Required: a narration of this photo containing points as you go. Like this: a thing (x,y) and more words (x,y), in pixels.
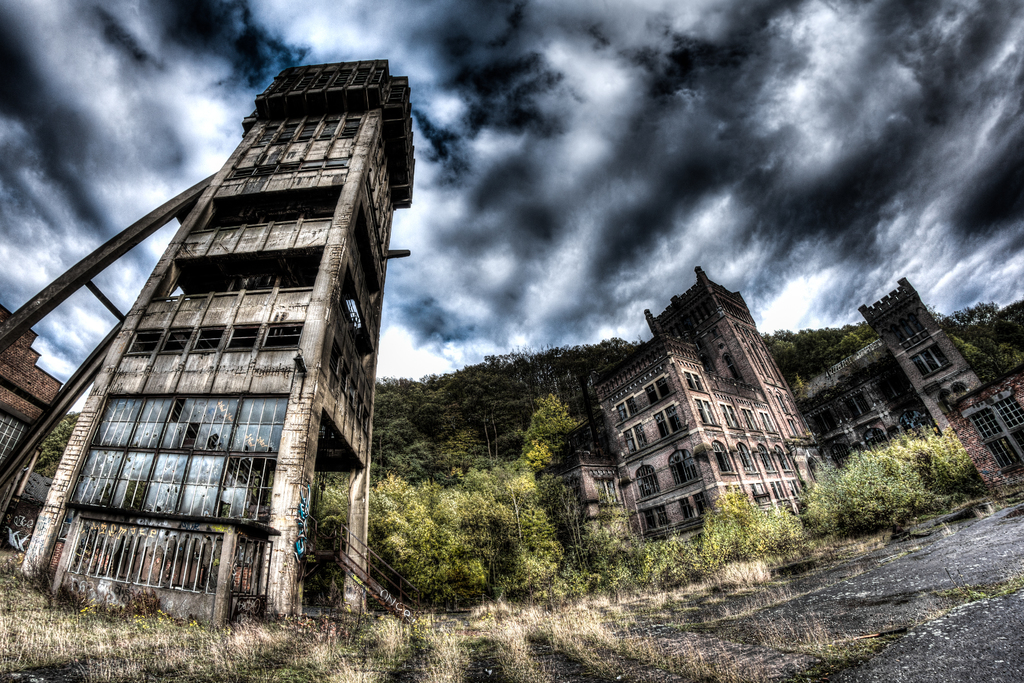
In this image we can see buildings (357,488), trees (442,466), sky (496,310) and clouds (490,270).
